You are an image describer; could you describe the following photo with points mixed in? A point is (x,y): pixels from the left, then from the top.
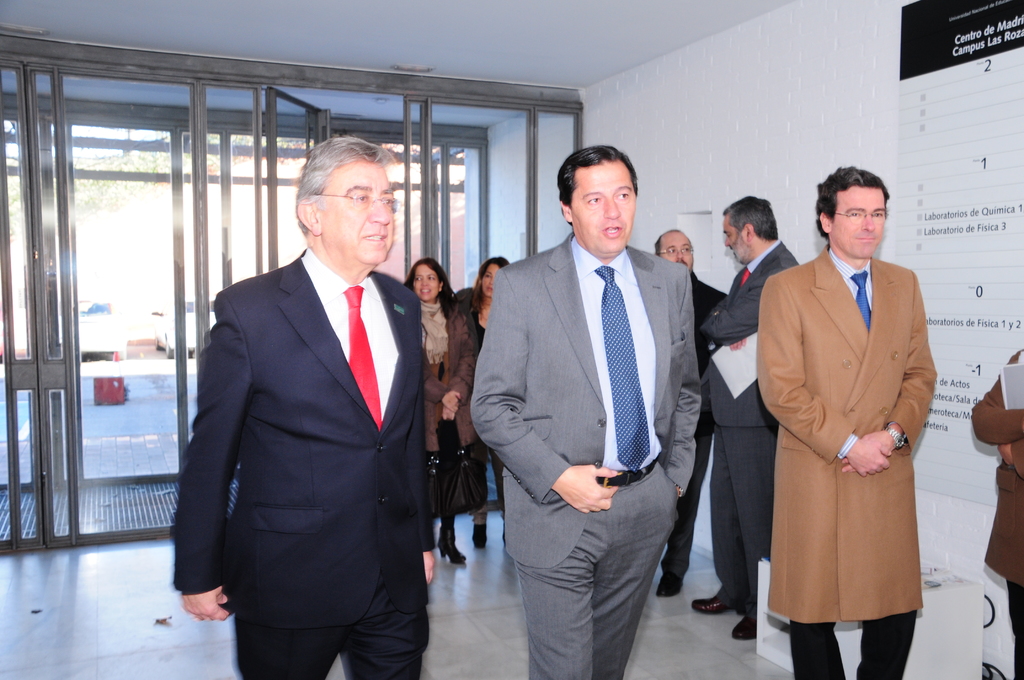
In this image we can see people (880,509). On the right (929,144) there is a board (931,309) placed on the wall (978,505) and we can see a stand (960,666). In the background (82,332) there are cars (103,336) and doors (184,349).
